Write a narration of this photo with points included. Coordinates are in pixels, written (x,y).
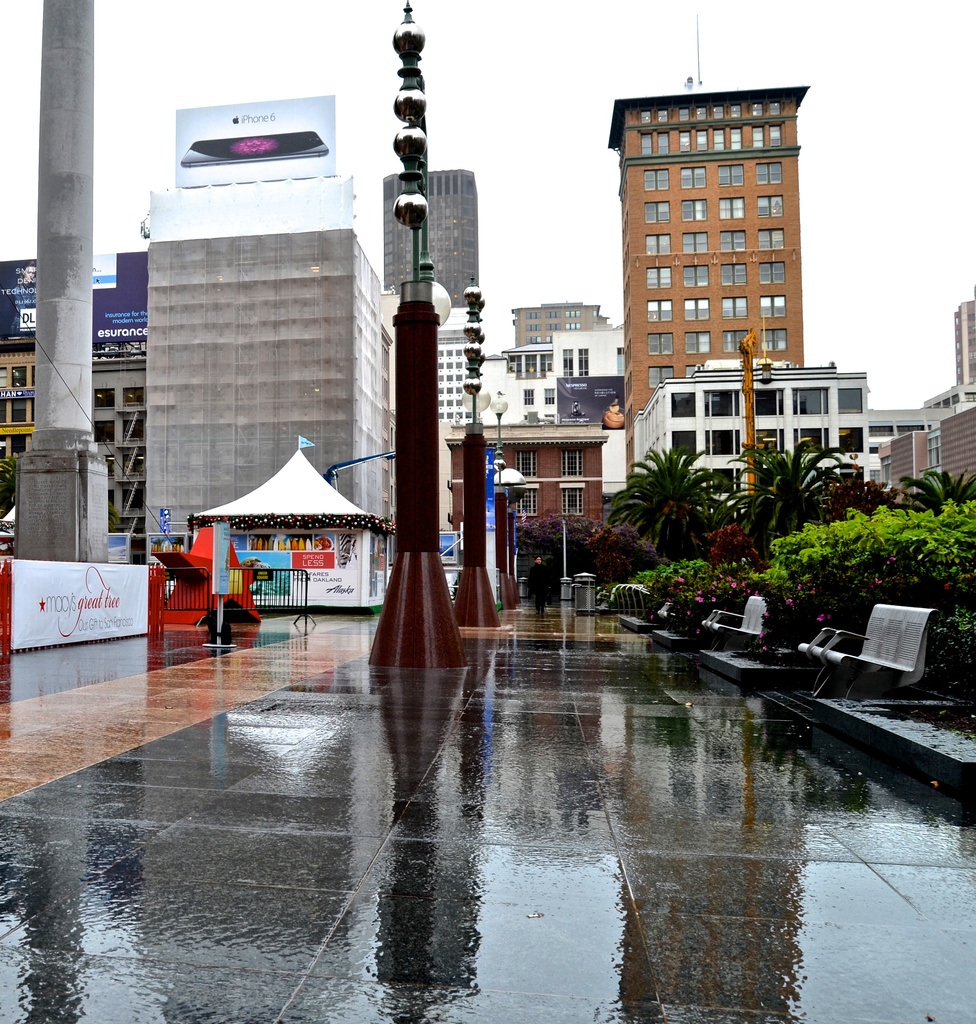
In this image I can see benches (871,671), trees (827,567), tents (353,569), pillars (428,521), buildings (540,309) and windows (473,257). In the background (509,29) I can see the sky (488,177). This image is taken may be during a rainy day.
